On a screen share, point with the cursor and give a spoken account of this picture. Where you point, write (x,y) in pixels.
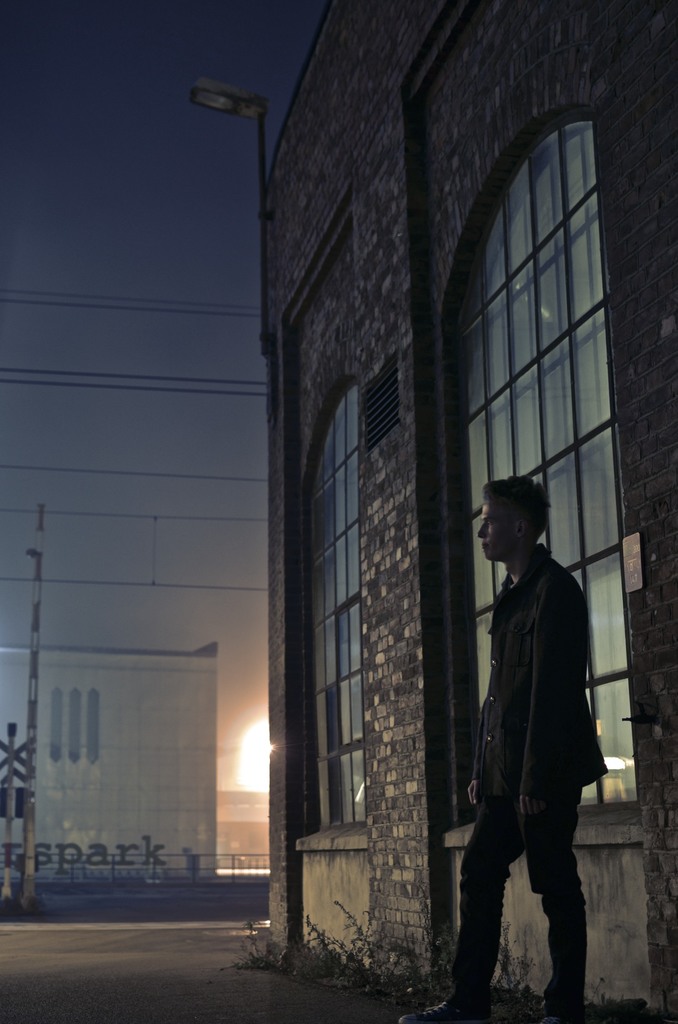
This picture is clicked outside. On the right (570,664) there is a person (544,757) seems to be standing on the ground (300,986) and we can see the plants (325,954). In the background (96,413) we can see the sky (192,230), light (200,100), cables (171,388), poles (30,874) and buildings (68,775).
